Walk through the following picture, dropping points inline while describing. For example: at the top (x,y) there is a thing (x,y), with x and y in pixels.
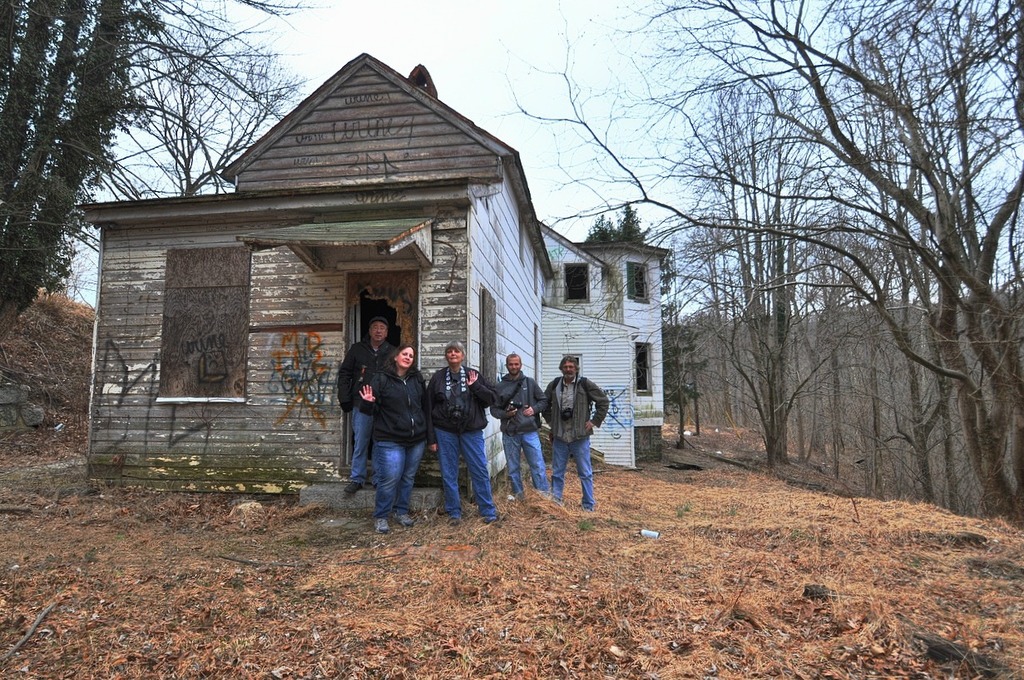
In the middle of the image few people (375,509) are standing. Behind them there is a house (434,150) and trees (27,203). At the top of the image (241,23) there are some clouds (241,23) and sky (843,51).
